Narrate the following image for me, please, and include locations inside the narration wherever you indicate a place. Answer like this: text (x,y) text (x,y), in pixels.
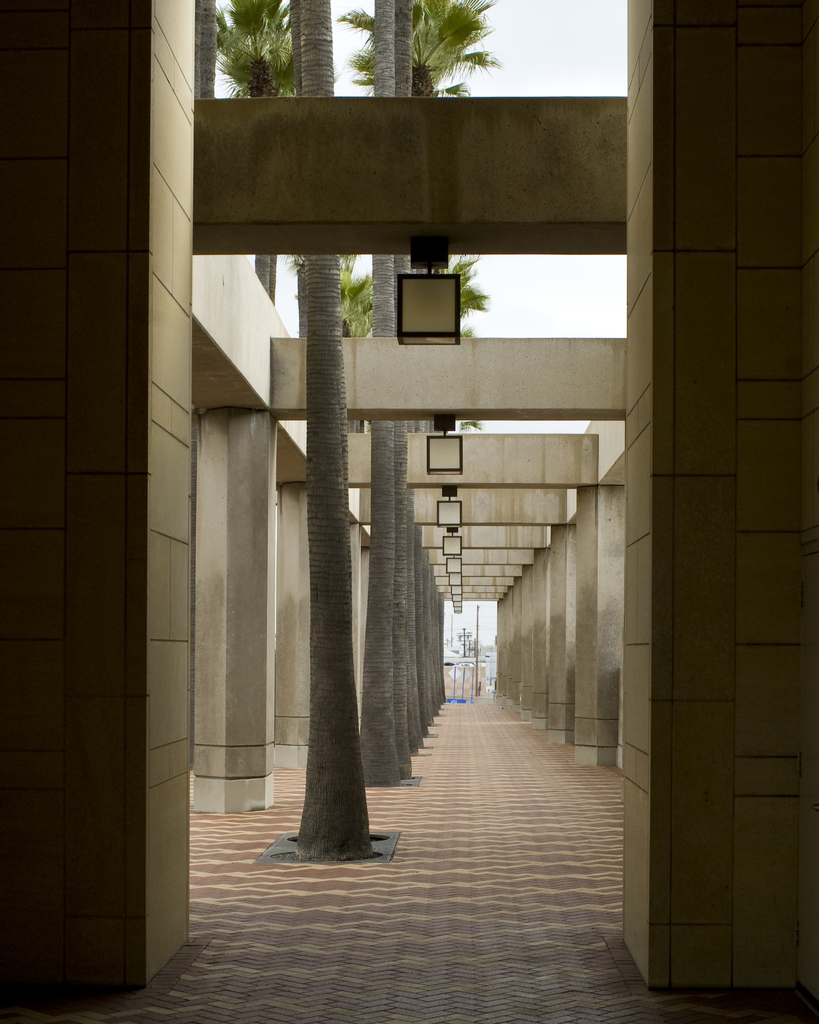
We can see pillars (661,466), trees (411,712) and lights (455,575). In the background (607,62) we can see sky (532,267) and poles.
